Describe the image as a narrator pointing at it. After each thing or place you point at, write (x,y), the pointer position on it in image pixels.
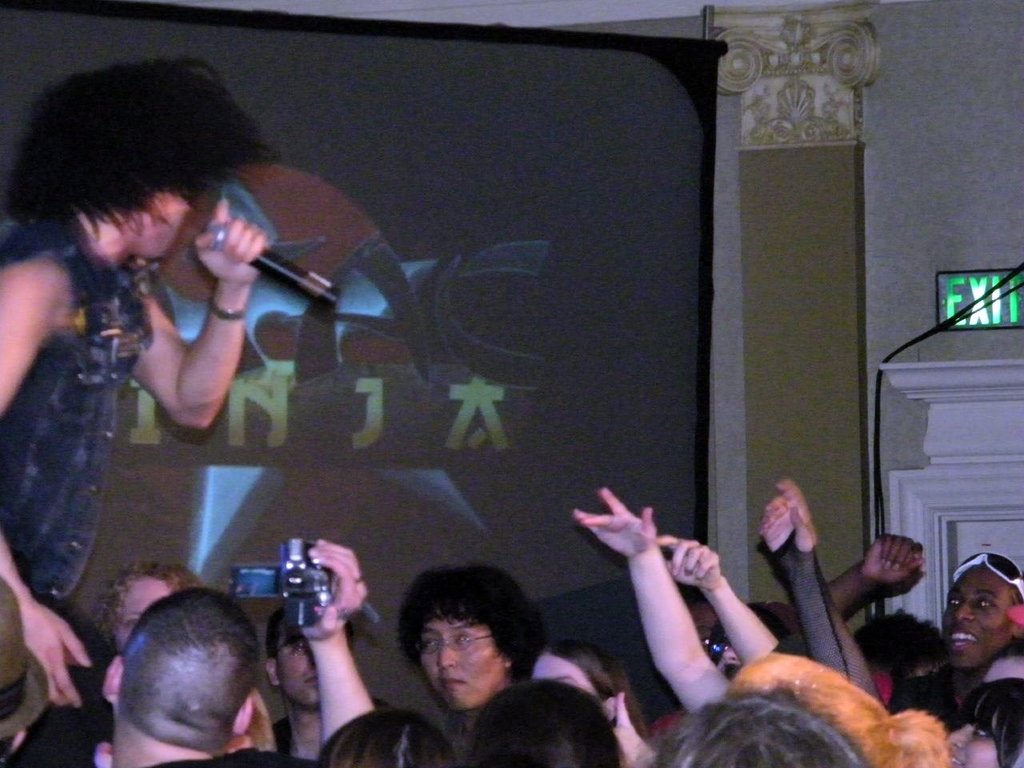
In the image we can see many people (742,627), camera phone (302,588), microphone (296,282), screen (471,268) and instruction board (956,302).
